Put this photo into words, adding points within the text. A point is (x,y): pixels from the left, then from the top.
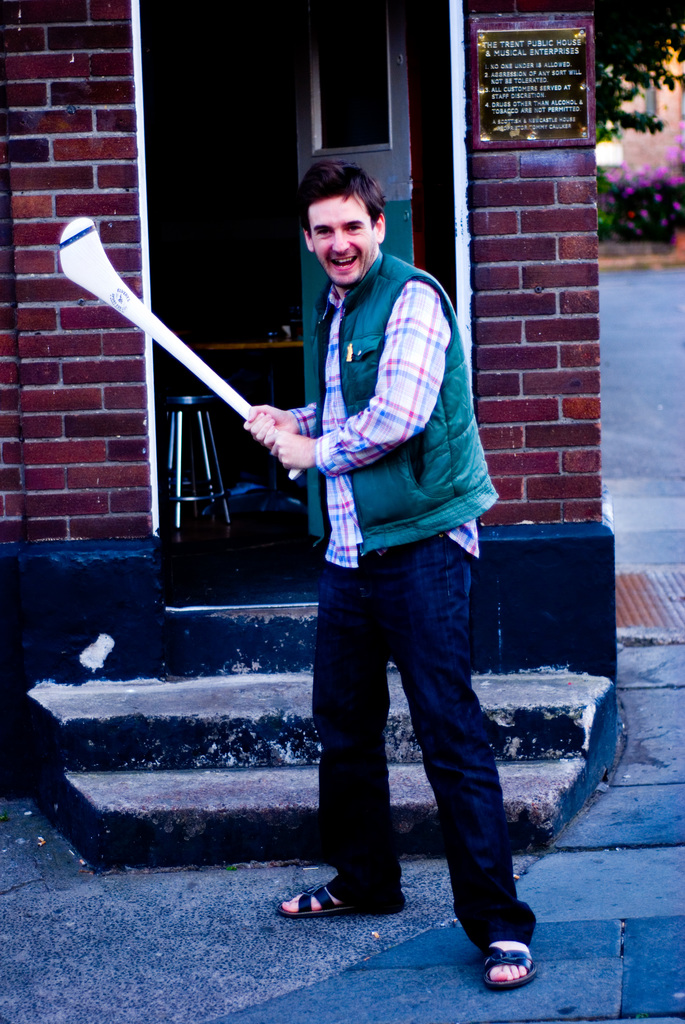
In this image we can see this person (437,434) wearing green sweater (411,534) is holding a bat (76,274) in his hands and standing on the road (387,914). In the background (24,169), we can see stairs (184,669), brick wall (64,73) and trees (612,15) here.
